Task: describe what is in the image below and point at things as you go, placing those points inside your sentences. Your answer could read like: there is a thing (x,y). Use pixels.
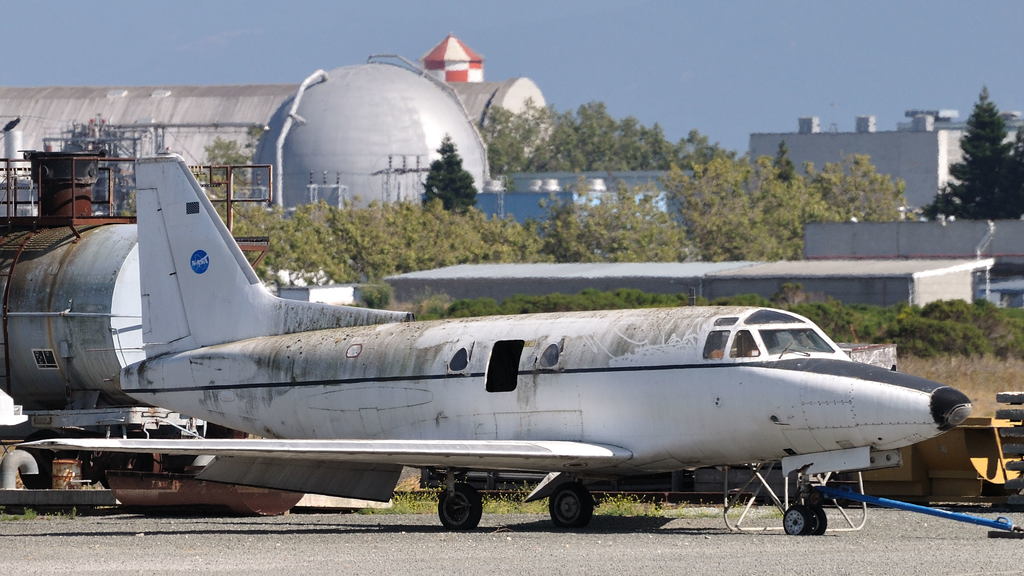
In this picture we can observe an airplane (396,463) on the runway (189,546). There is some grass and plants (448,309) on the ground (164,563). We can observe buildings (801,157) and trees (748,158). In the background (252,32) there is a sky (659,54).
